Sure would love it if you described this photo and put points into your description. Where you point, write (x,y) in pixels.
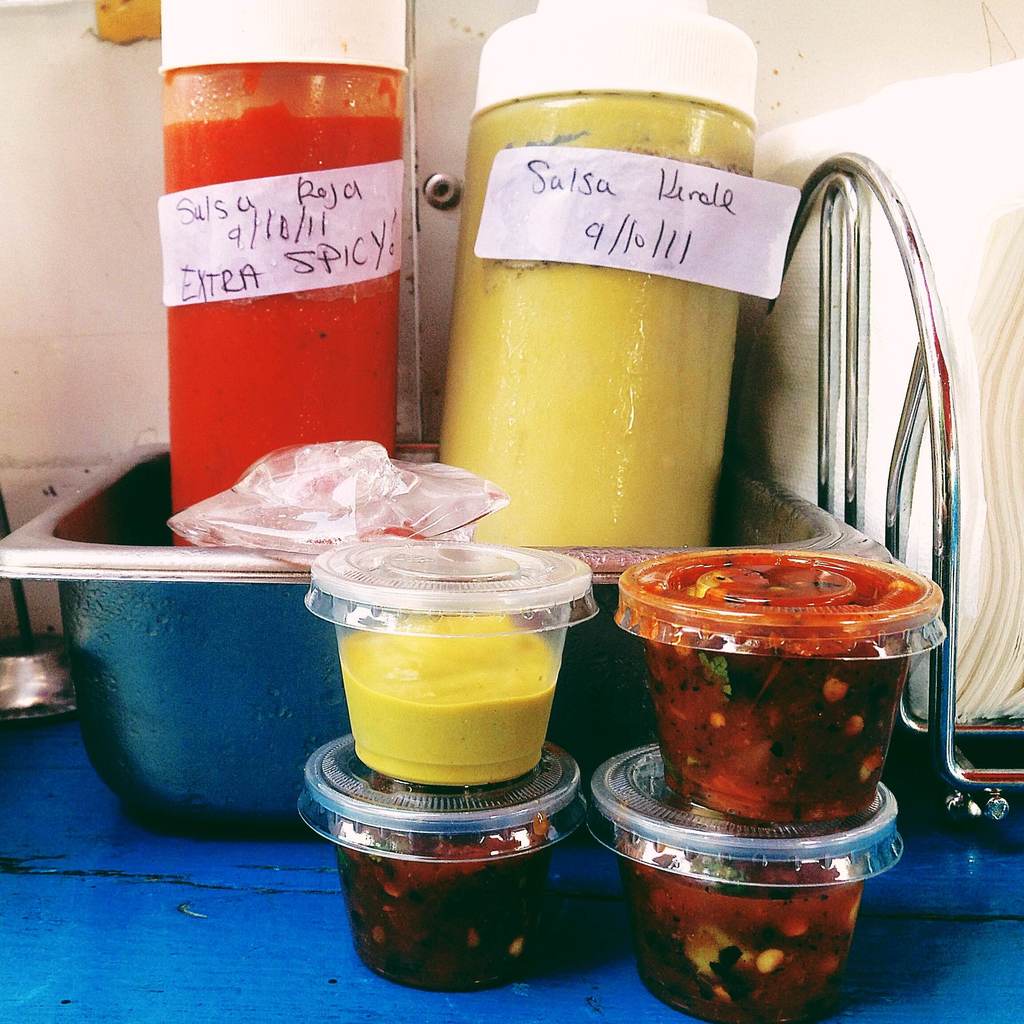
In this picture we can see a vessel (127,638) and on the vessel (235,559) we have spicy and salsa bottles (393,209) and in front of this we have some jars (509,879) with some food (671,729) and aside to this we have tissues stand (952,155) and in the background (88,291) we can see wall (86,305).
